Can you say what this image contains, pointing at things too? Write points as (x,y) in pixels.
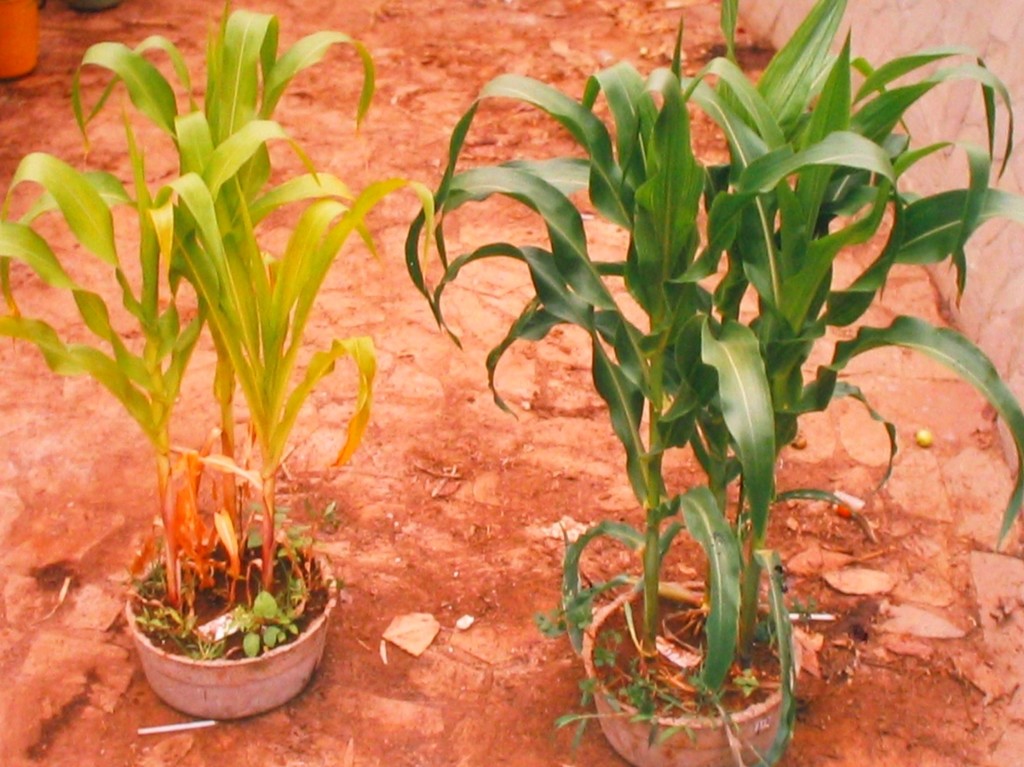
In this image I can see two plant pots (173,657) which are placed on the ground (455,596).
